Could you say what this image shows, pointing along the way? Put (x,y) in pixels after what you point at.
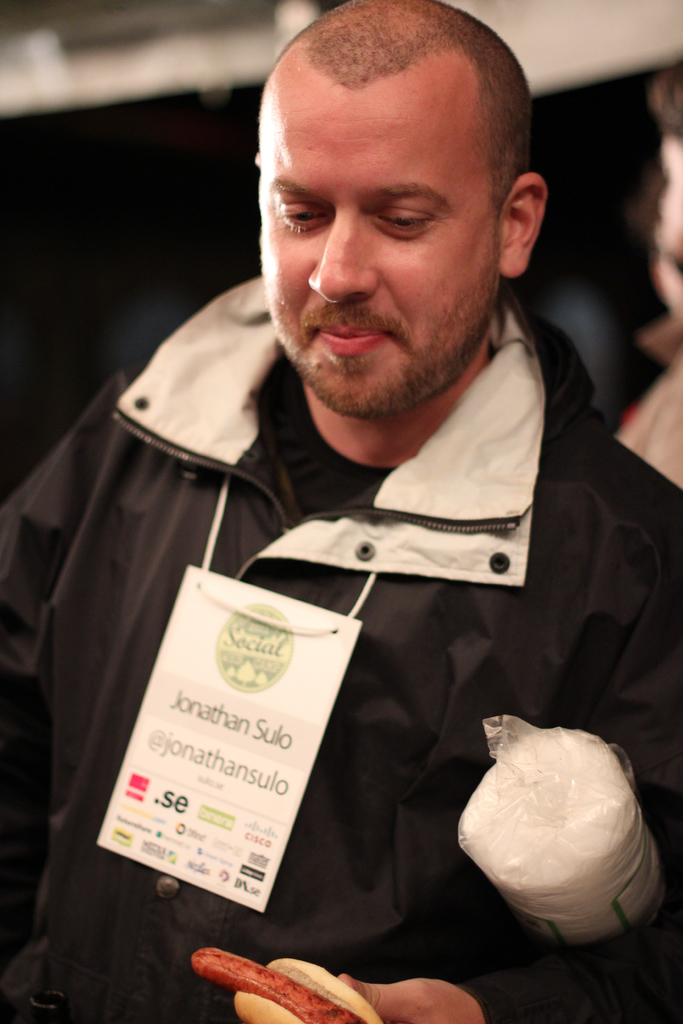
In this image I can see a man (360,724) is standing. The man (382,816) is wearing black color jacket (320,905). The man (373,895) is holding something in the hand (454,1019). The background of the image (79,189) is blurred.
